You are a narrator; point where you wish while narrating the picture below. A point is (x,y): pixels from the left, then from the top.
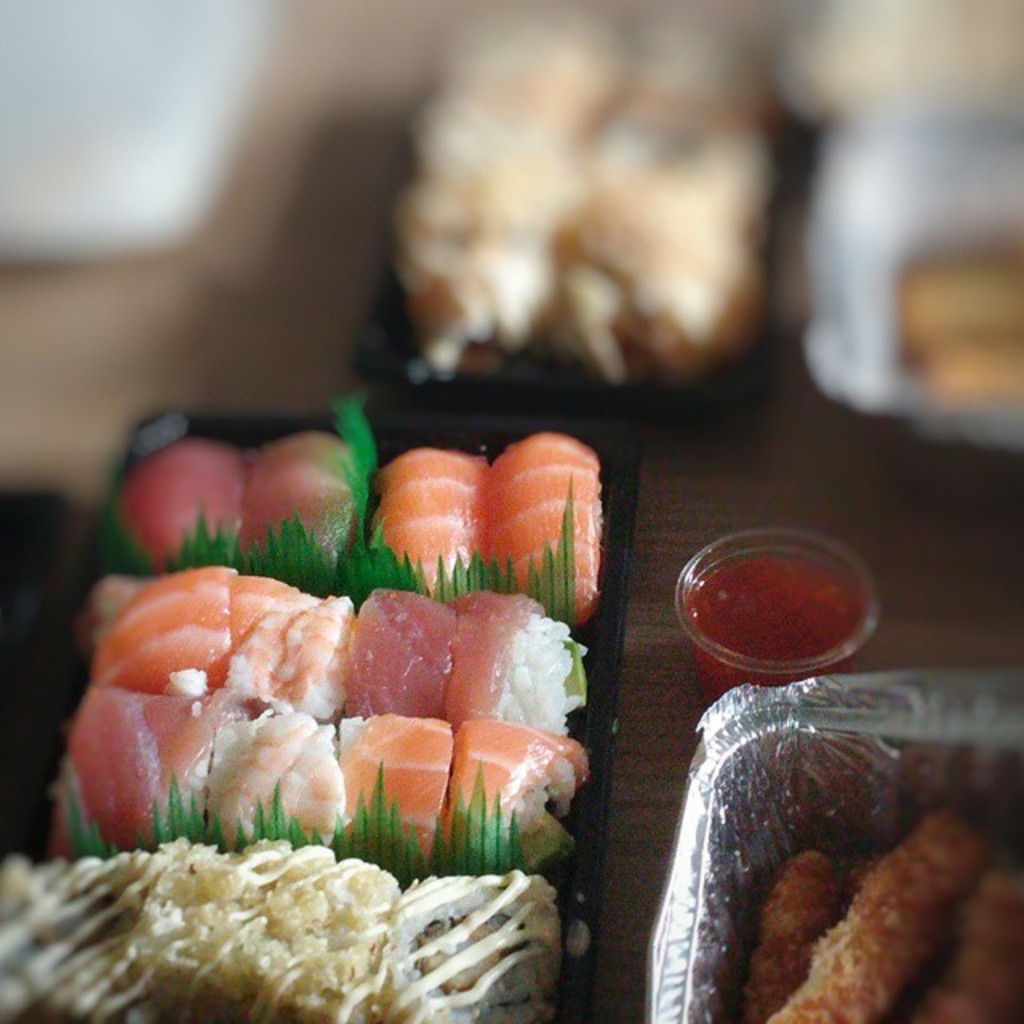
On a platform (273,132) we can see on the left side (328,677) there is meat (350,687) and a food item (398,492) in a plate (207,485) and in the background (905,145) the image is blur but we can see food items (556,244) in the plates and on the right (780,649) at the bottom corner (766,705) we can see food item (859,958) in a silver plate (835,801) and sauce (747,635) in a small cup (733,663).
